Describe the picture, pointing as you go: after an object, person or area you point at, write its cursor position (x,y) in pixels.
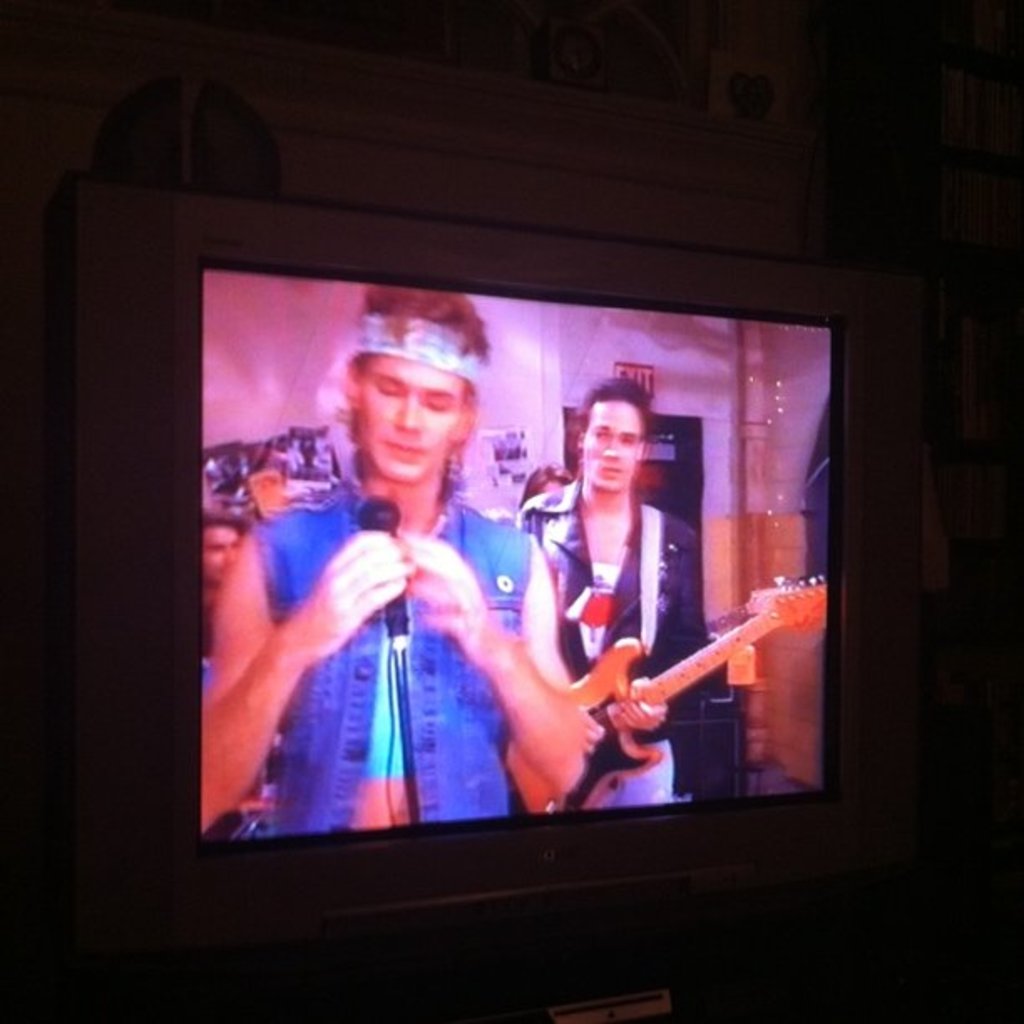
In this picture, we see the television (547,433), which is displaying the movie (424,542). In this picture, the man (412,555) on the left side (280,674) is holding a microphone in his hands (367,538). Behind him, the man (641,537) is holding a guitar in his hands (619,721). Behind them, we see a white wall (525,386) and an exit board (619,371). In the background (489,178), we see a white wall (447,194) on which wall clocks (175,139) and photo frames (668,38) are placed. This picture is clicked in the dark.
